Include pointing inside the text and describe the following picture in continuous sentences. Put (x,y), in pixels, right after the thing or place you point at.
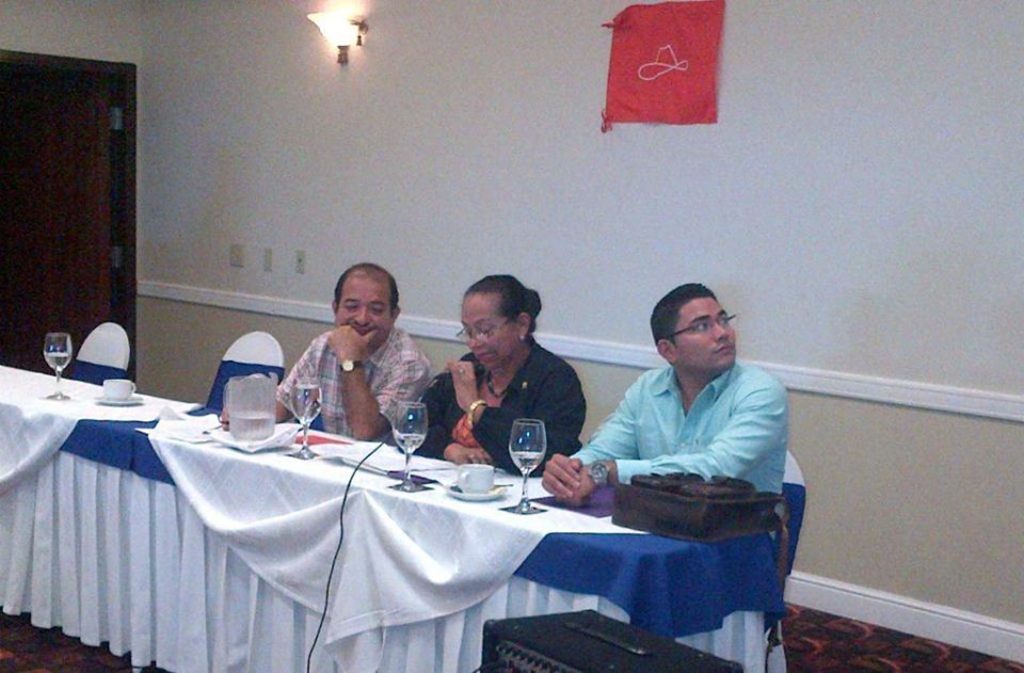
In this picture we can see two men (738,381) and one woman (495,324) sitting on chairs (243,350) and in front of them there is table (240,508) and on table (304,609) we can see cloth (474,505), cup (472,483), saucer (498,492), glass (524,429) with water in it, papers (360,453), jar (260,399) and in background (274,225) we can see wall (383,160). light (322,14), door (73,163).
